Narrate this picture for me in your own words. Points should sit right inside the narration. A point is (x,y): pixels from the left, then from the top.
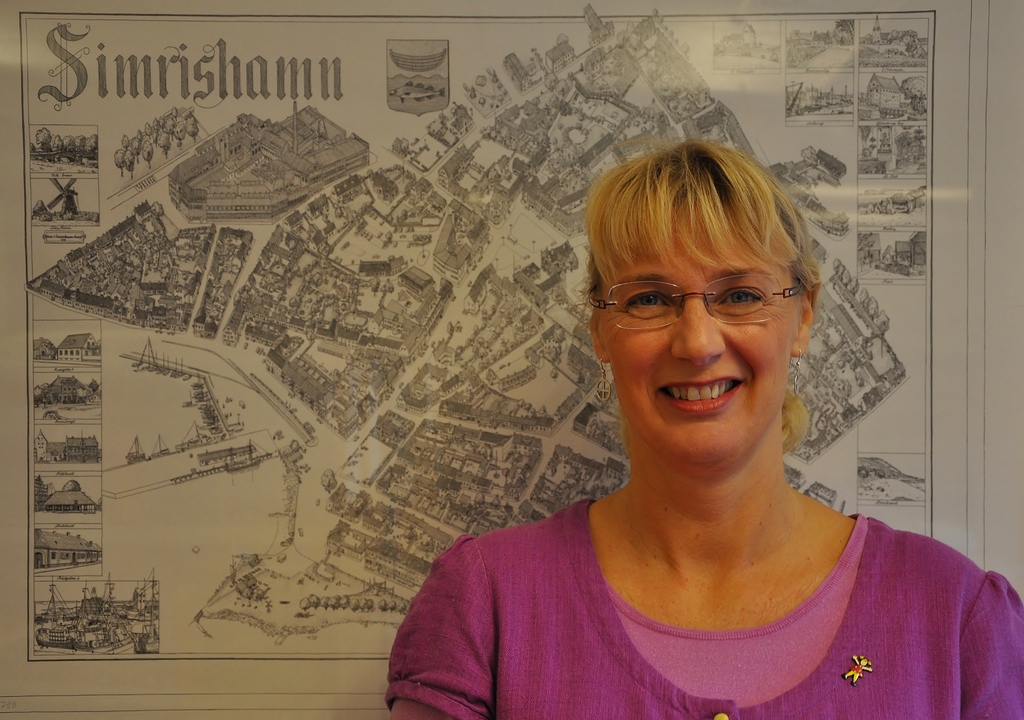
In this picture there is a woman (784,526) with pink dress (432,616) is standing and smiling. At the back (838,348) there is a poster (98,97) on the wall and there are pictures (140,240) of buildings (230,230) and trees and there is text (52,75) on the poster (283,213).
